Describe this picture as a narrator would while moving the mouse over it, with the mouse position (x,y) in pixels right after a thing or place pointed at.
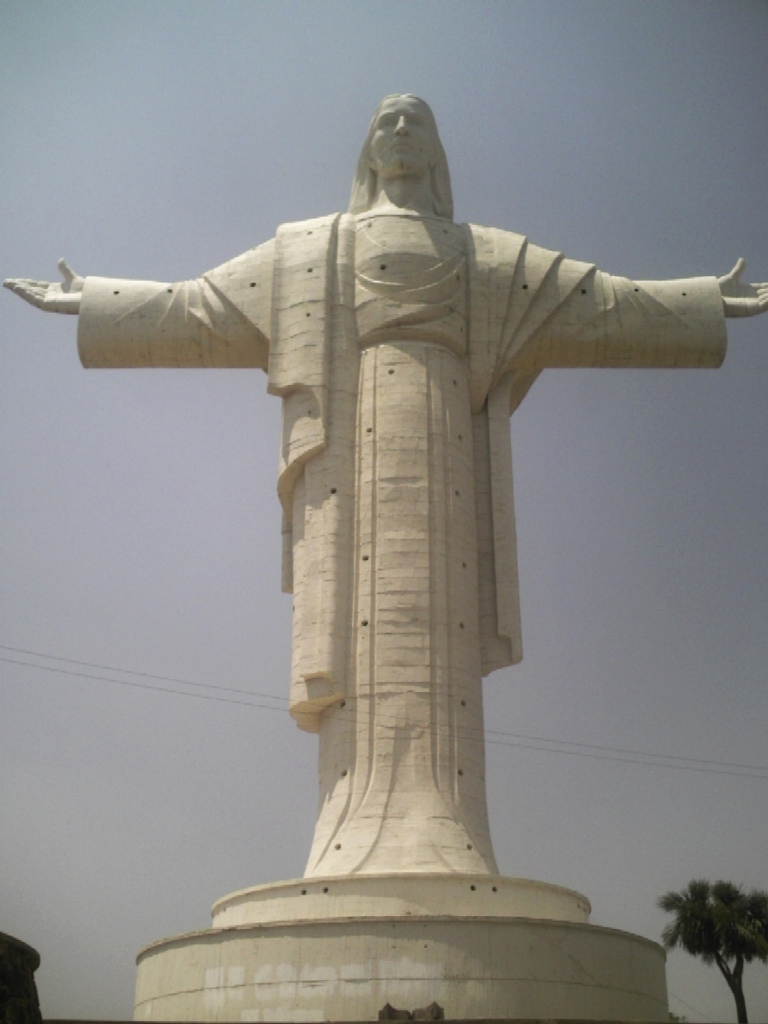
It is a statue (576,302) of a man (572,304) in white color, on the right side (717,962) there is a tree (675,931). At the top (263,192) it's a sky (266,121).
